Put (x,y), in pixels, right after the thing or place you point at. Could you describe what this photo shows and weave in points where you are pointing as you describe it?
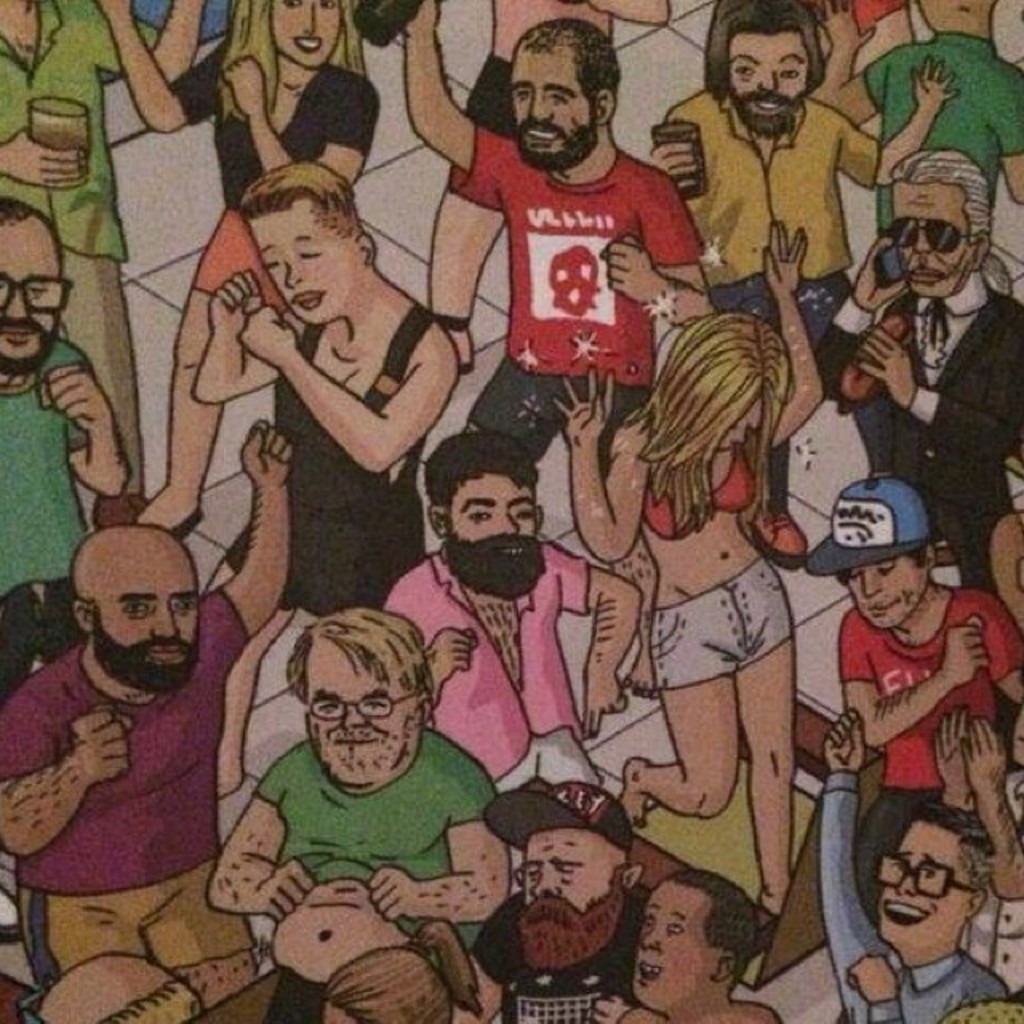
In this image we can see an animated picture of a few people (527,428) dancing on the floor (404,220).
